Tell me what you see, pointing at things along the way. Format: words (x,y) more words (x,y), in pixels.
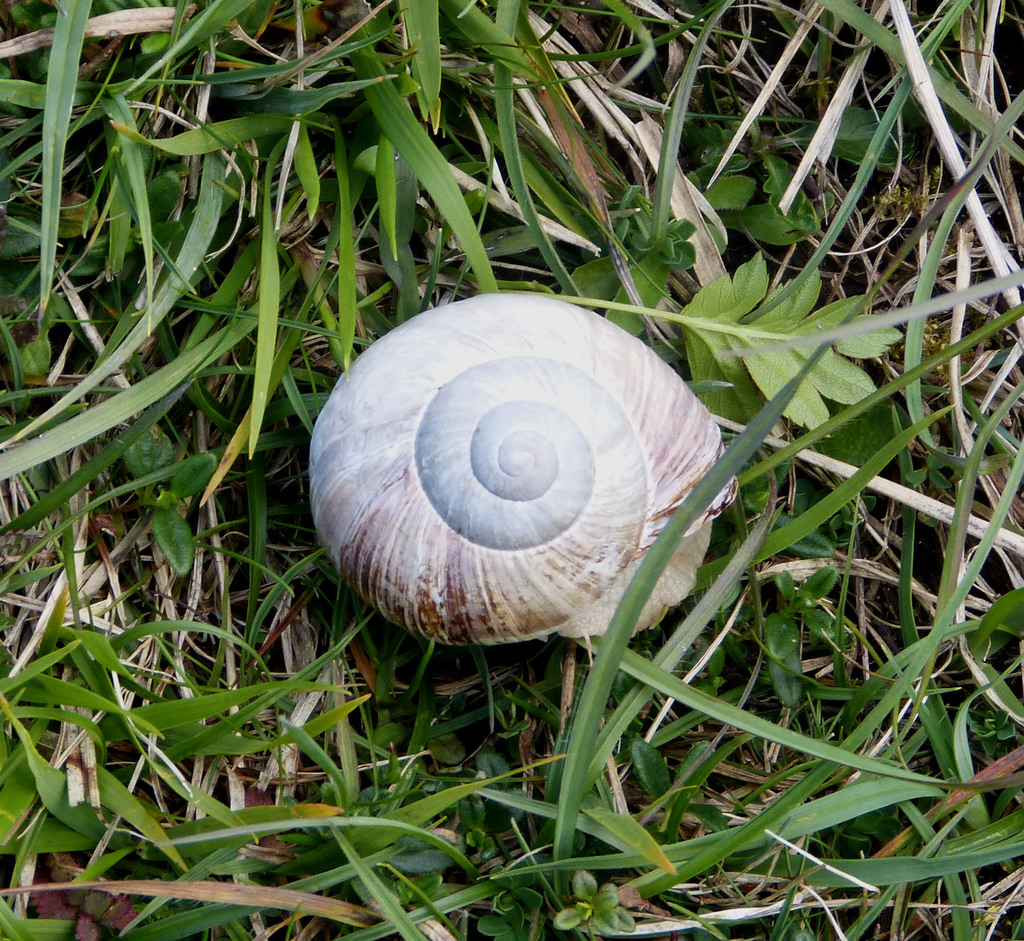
In this picture I can see a shell (511,464) on the grass (139,866).
